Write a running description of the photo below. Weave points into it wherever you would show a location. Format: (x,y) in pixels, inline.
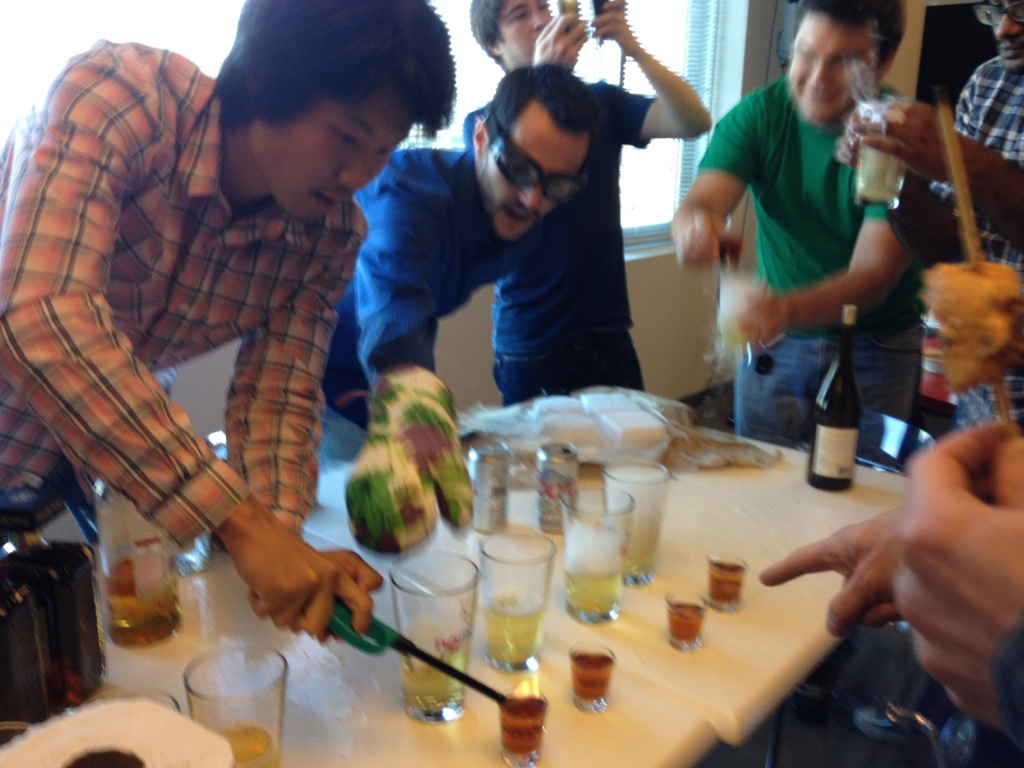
Here we can see two persons (858,300) holding a glass of wine (870,107) in their hand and they are on the right side (791,182). Here we can see a person (594,209) standing and he is checking his mobile phone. Here we can see a person hand (1022,608) holding a chicken tikka (964,318) which is on the right side (980,319). Here we can see two persons (291,475) preparing shots (541,704) which are kept on this table (737,624).
